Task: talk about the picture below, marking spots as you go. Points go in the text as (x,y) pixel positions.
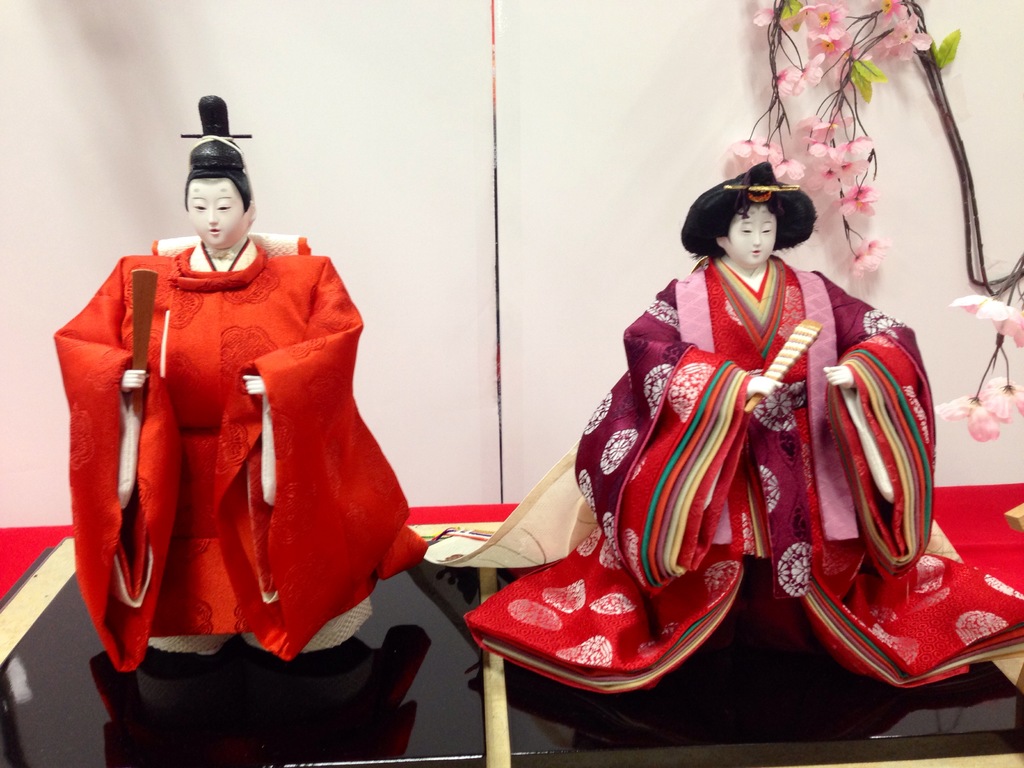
In the foreground (247,402) we can see toys (776,526) on black color tiles (564,720). In the background (741,102) there are flowers (1018,320), leaves (942,50) and wall (254,81).
